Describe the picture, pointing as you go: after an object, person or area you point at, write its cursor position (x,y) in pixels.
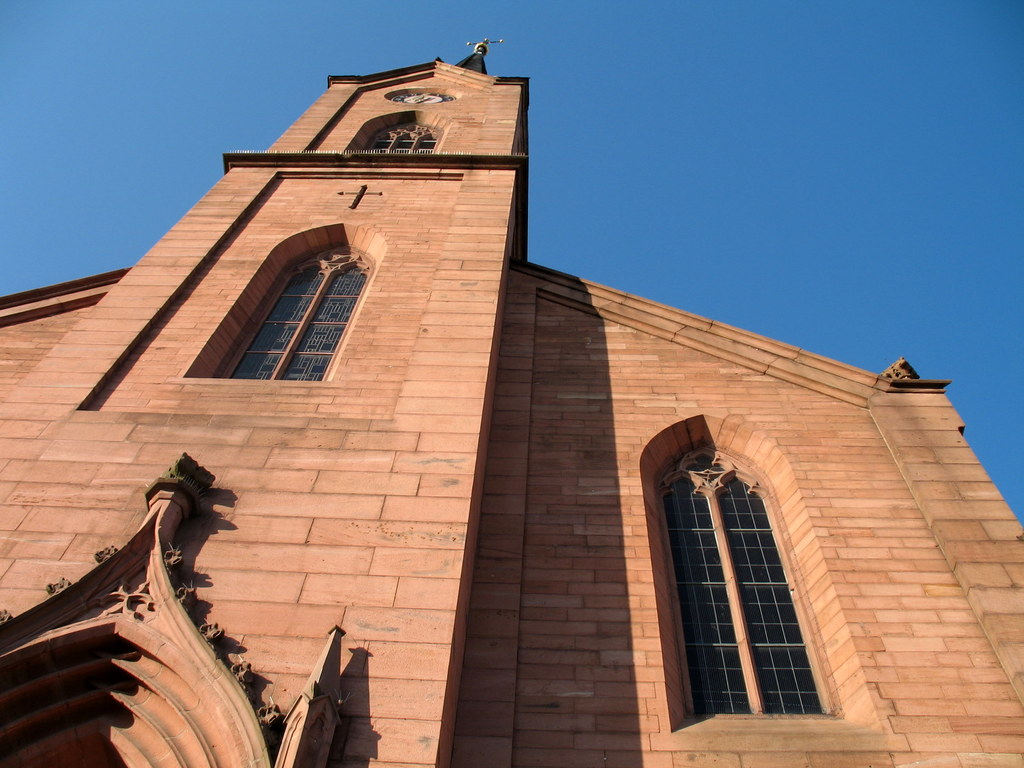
In this image, we can see a building (474,432) and there are some windows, at the top (929,204) there is a blue color sky (780,112).
